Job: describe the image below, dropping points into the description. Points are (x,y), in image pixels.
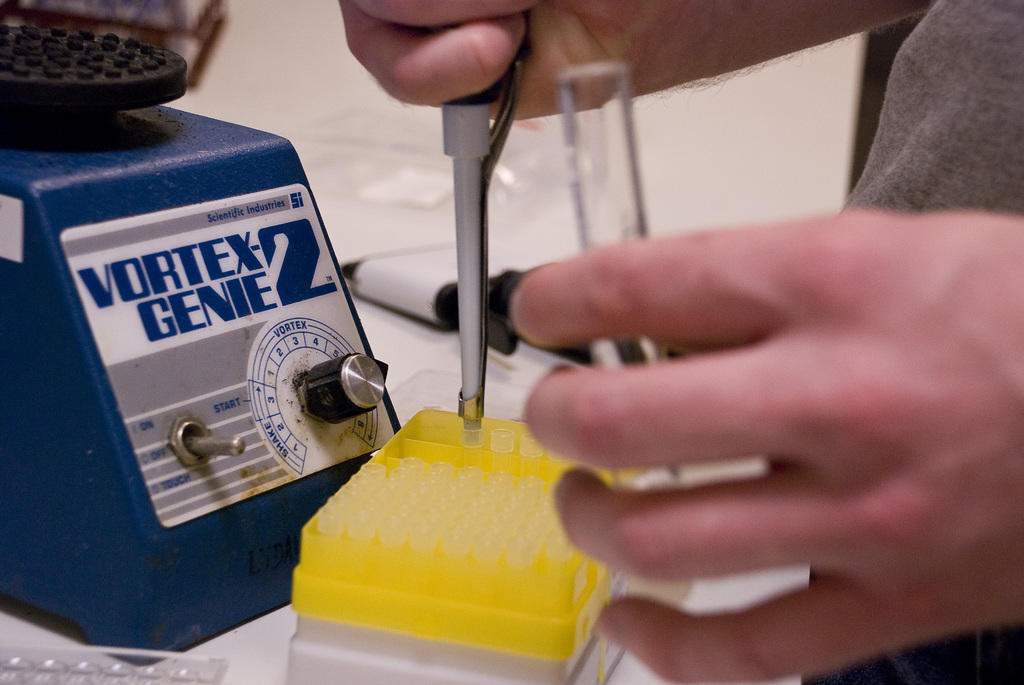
In this image there is one person (560,296) at right side of this image (719,321) is holding a pipette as we can see in middle of this image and there is a pipette tip box (444,493) at bottom of this image (515,557) which is in yellow color. there is one object (338,424) at left side of this image (193,361) which is in blue color.
